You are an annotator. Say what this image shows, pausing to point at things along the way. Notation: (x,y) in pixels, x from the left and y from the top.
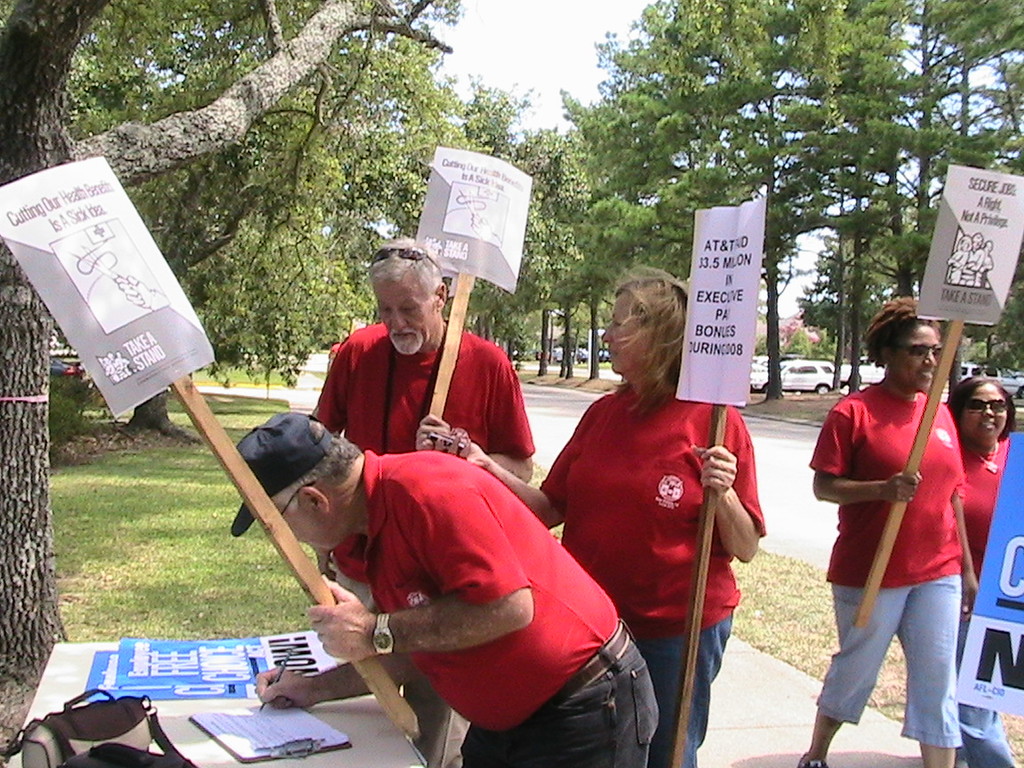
In this image we can see a group of people (515,419) standing on the ground (189,541) holding some boards (709,394) with text (740,343) on it. In that a man (457,601) is holding a pen (279,680) standing near a table (362,741) containing a pad (239,716), some papers (257,726) and a bag (169,744) placed on it. On the backside (175,548) we can see the bark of a tree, a group of trees (198,293), grass (186,520), the pathway (779,524) and the sky (543,53) which looks cloudy.
